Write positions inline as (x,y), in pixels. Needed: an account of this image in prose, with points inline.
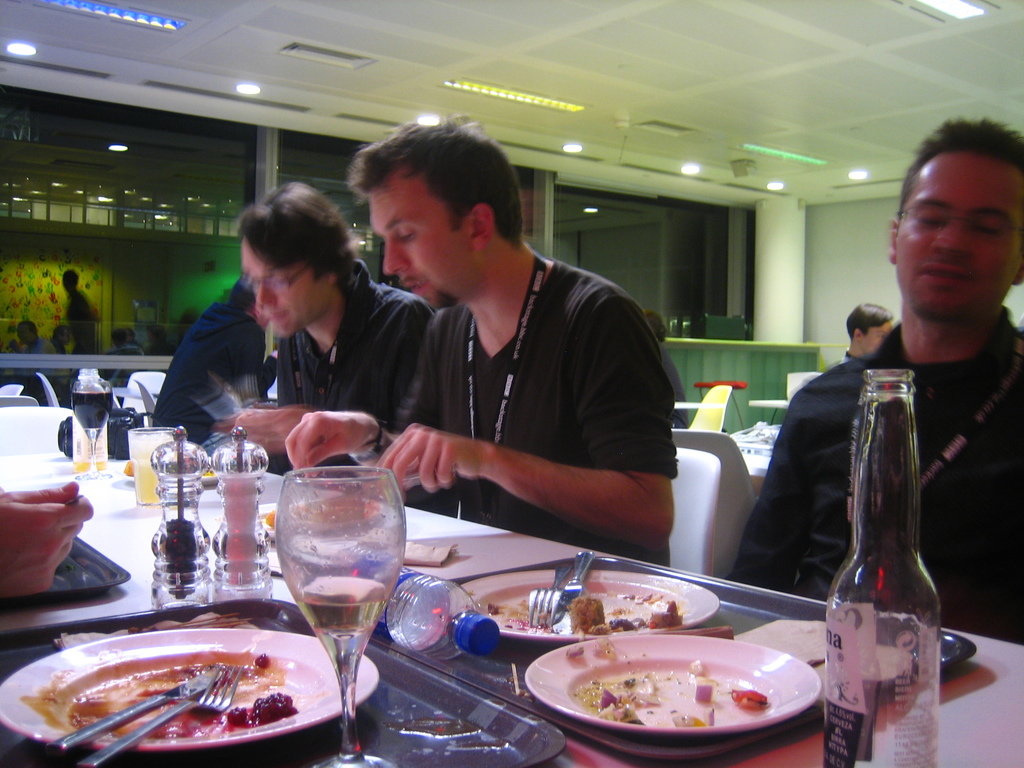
Here in this picture there are three man (488,370) sitting. In front of them there is dining table (450,534). To the right hand side (821,496) there is a man (828,470) sitting he is wearing black shirt (806,479). In front of him there is tray (813,618). In that tray (745,609) there are two plates (700,637). In one plate (618,601) there is a fork (553,602) and a knife (576,588) and a bottle (427,604). In front of the another tray (426,693) is there. In that tray (370,706) there is one plate (322,681) and a glass (316,570). To right corner (869,532) there is a bottle (897,647). There is a man (400,464) in the middle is cutting something. In front of him there is a salt bottle (230,502) and pepper bottle (181,506). There is a glass (146,443). We can see a glass (144,475) beside of the man (297,329) who is sitting at the last. And we can see a table (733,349) at the last corner and a pillar (774,275) also.
